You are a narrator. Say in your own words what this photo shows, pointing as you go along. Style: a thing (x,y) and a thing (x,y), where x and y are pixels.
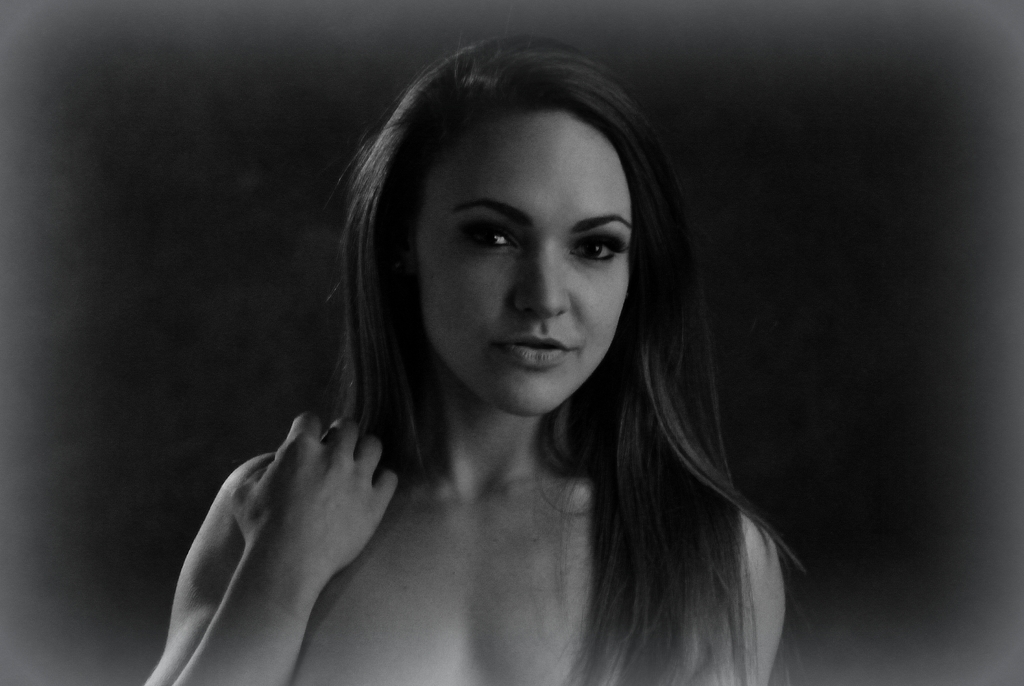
In the center of the image (448,320) we can see a lady (432,507).
